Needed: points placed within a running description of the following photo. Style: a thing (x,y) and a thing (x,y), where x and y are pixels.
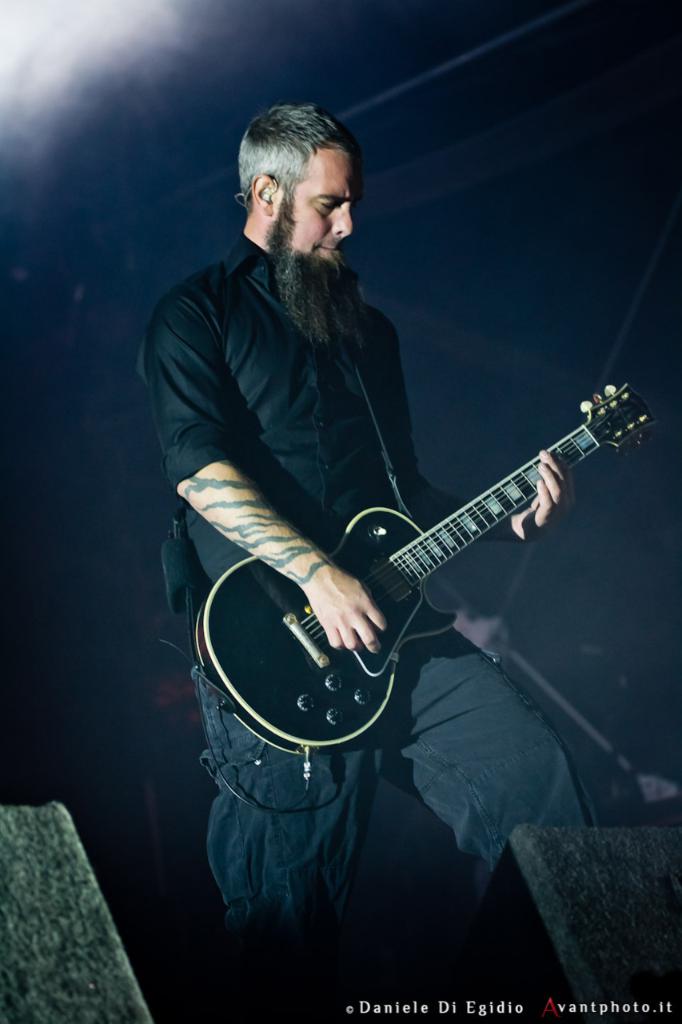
In this image I can see a person (289,482) playing guitar (392,596). In the background (139,86) there is a fog (153,100).
